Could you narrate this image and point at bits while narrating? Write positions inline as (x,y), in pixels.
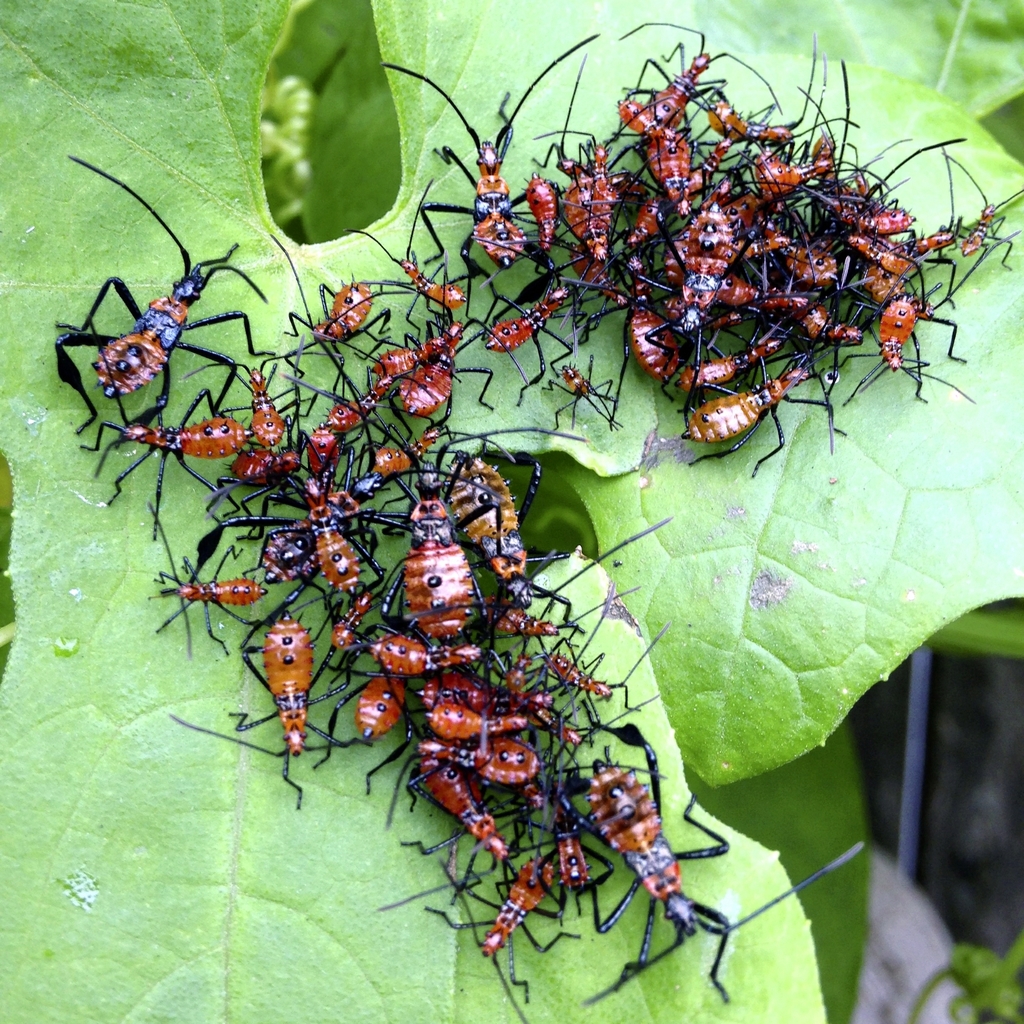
In the image we can see there are many insects (512,559) on the leaf (341,917).
